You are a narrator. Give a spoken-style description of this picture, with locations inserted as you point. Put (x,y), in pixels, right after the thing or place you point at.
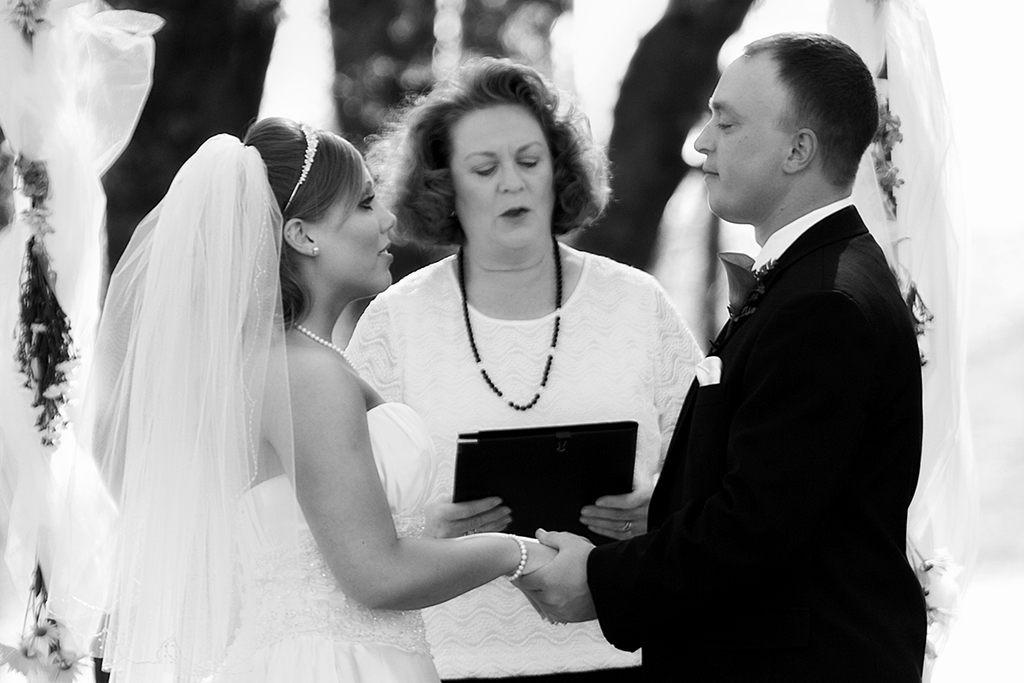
In this image I can see there are three persons (431,371) visible, one woman (432,374) holding a pad (485,435), background (998,45) is blurry, on the left side (42,100) there might be a cloth (22,402).
